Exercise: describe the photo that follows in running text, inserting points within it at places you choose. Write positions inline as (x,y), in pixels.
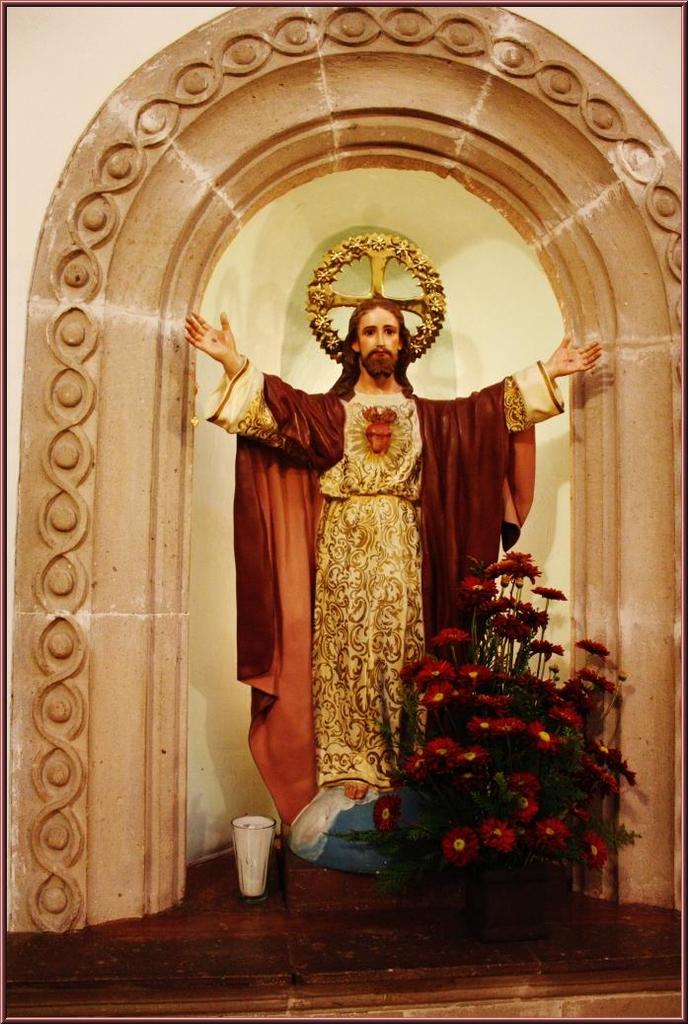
In this image there is a statue (345,549) of a Jesus Christ (382,674), in front of the statue (368,798) there is a bouquet (503,749) and a depiction of glass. In the background (18,789) there is a wall (611,94).
